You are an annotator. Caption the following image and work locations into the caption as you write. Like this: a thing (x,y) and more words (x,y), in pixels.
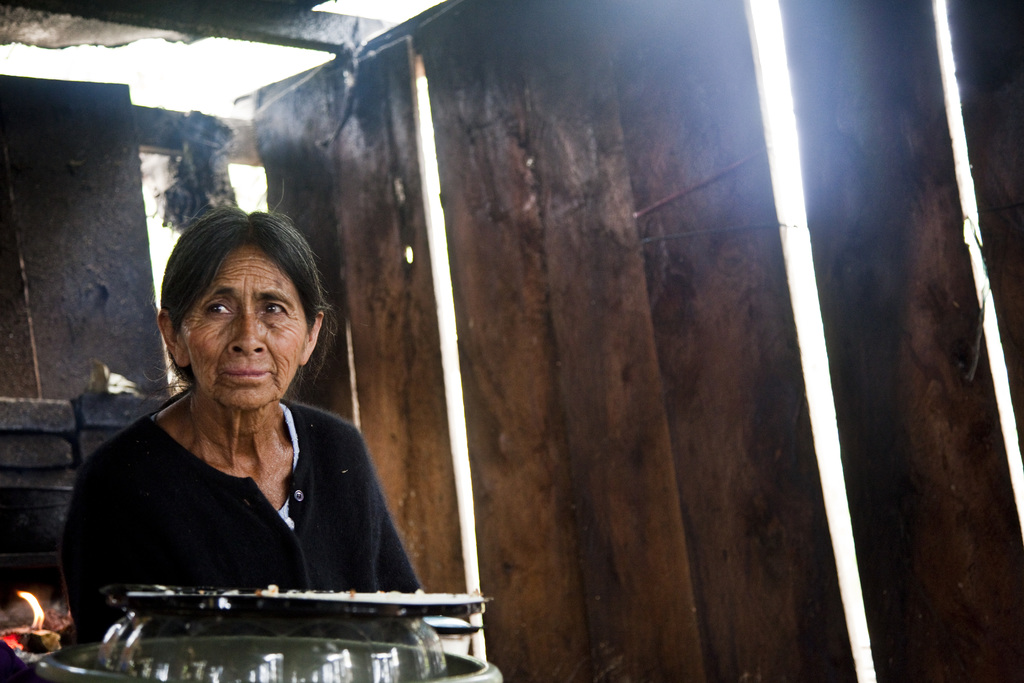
There is a woman (205,502), in front of this woman (200,535) we can see objects (335,591) and flame (32,605). We can see wall (105,271) and wooden planks (458,171).
